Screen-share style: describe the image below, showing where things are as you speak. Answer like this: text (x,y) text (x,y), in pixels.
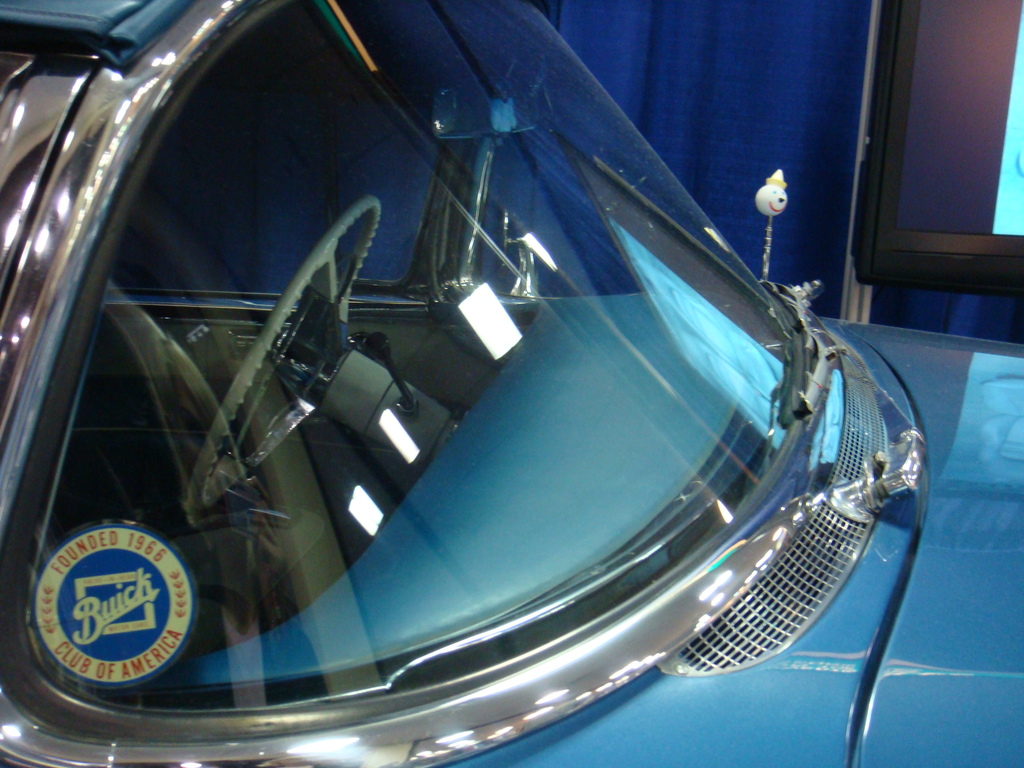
In this image we can see a vehicle (380,420). In the bottom left (53,589) we can see a sticker (106,548) on the car (95,494) with text (106,590). Behind the car (644,149) we can see a blue cloth (699,134). In the top right (898,40), we can see a black object (943,98).
